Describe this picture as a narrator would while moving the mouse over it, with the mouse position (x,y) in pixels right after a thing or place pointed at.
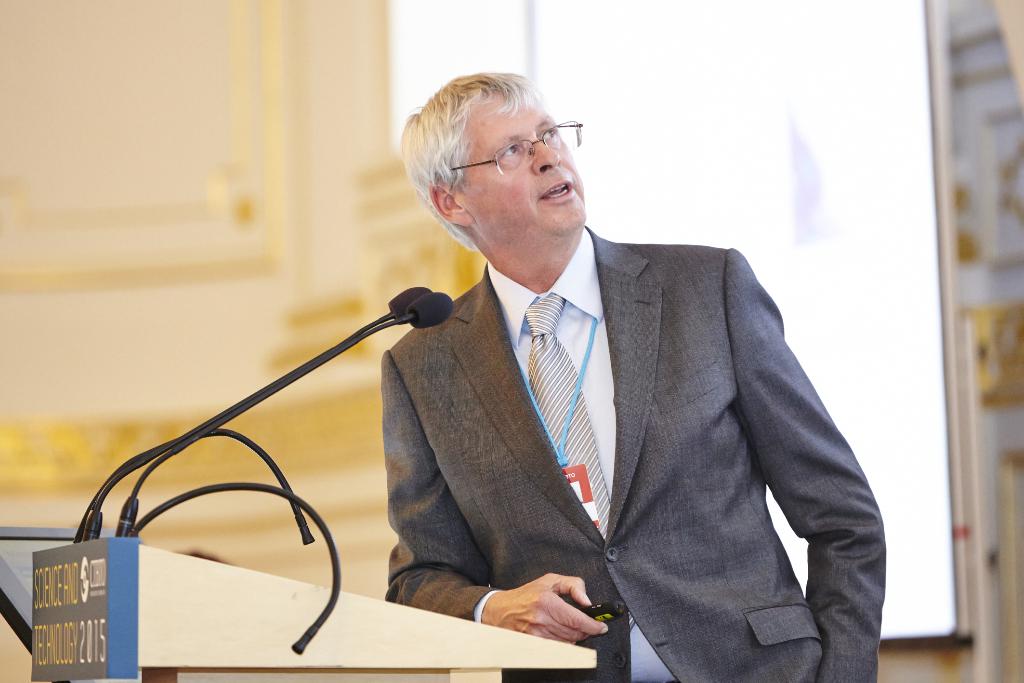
In the picture we can see a man (696,527) standing near the desk (378,627) and he is turning beside and he is in blazer (741,632), shirt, tie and id card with tag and on the desk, we can see a microphone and behind him we can see a wall (1017,652) and beside it we can see a screen (836,417).
